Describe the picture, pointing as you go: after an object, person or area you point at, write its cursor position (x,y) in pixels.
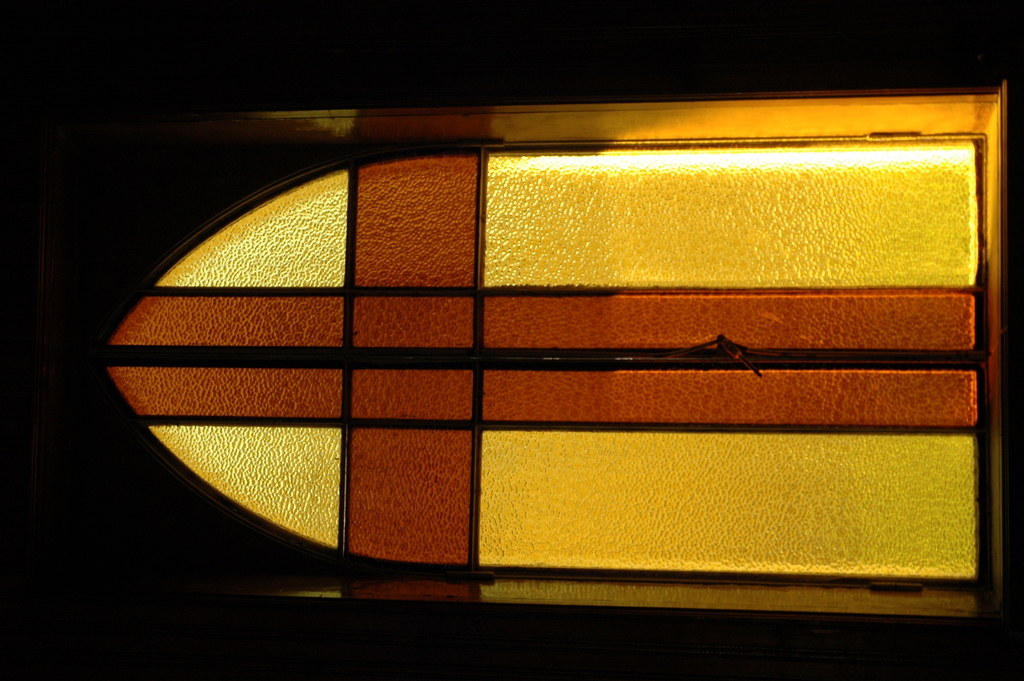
In the middle of the picture (342,402), we see a window (542,406) in yellow and brown color. On the left side (57,353), it is black in color. In the background (164,561), it is black in color. This picture is clicked in the dark.
